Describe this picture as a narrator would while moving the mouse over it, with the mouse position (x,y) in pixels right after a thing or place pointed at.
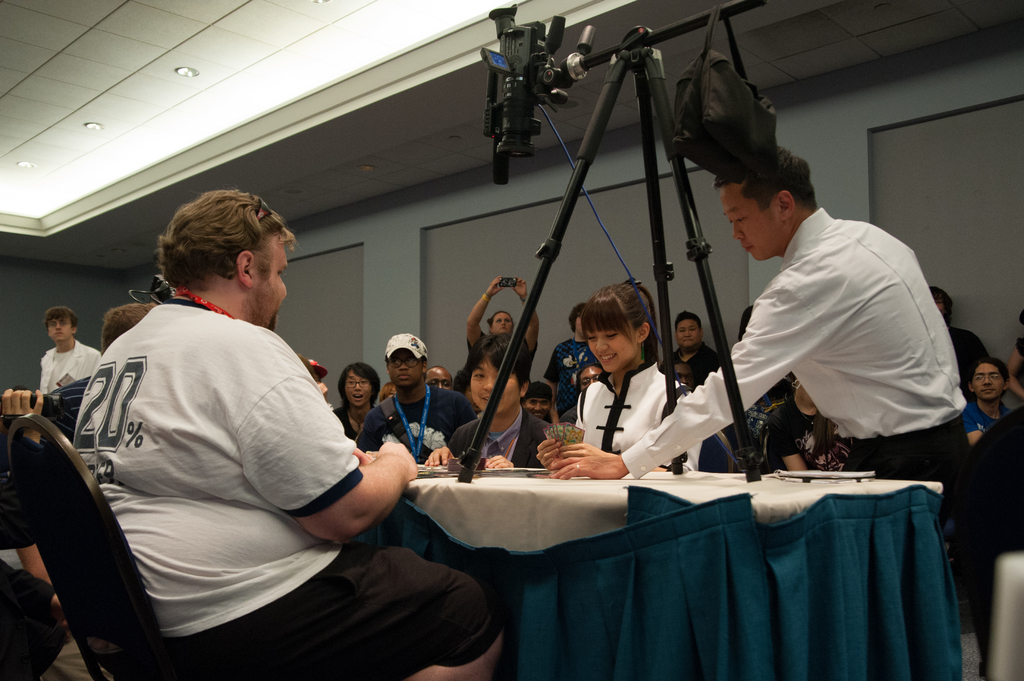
In this image, we can see a group of people (372,620). Few are sitting and standing. Few are holding some objects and smiling. Here we can see a black chair (82,550). At the bottom (554,519), we can see a table (567,509) covered with clothes (680,559). Here there is a stand (750,464), camera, bag (678,109). Background (460,255) we can see a wall (434,234). Top of the image (345,86), there is a roof (291,57) with lights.
